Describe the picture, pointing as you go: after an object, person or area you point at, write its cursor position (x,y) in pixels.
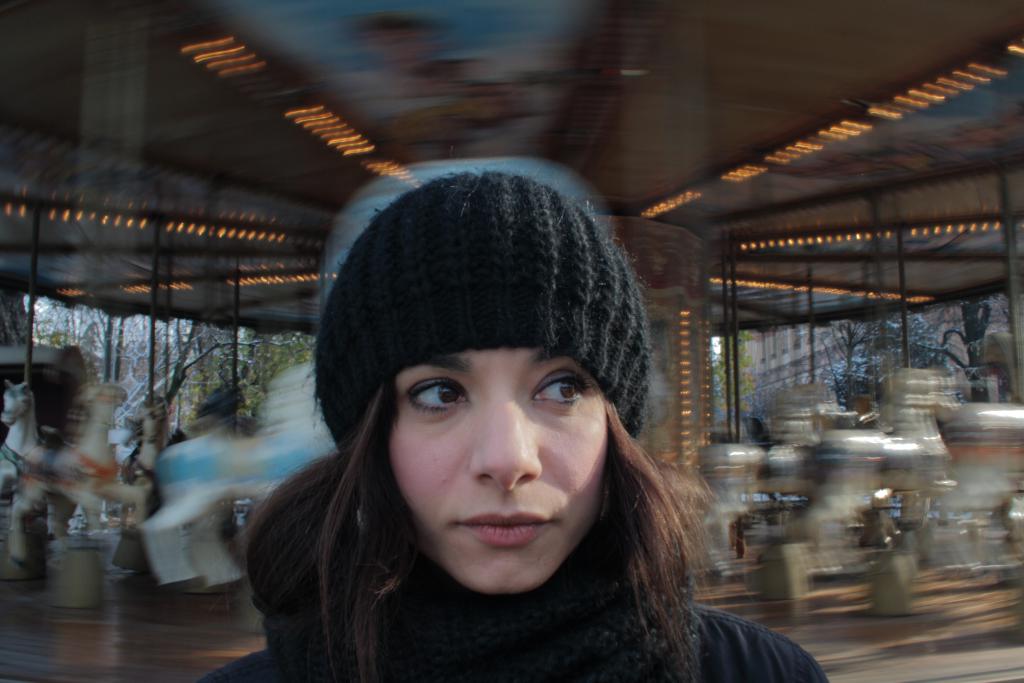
In this image, we can see a woman (480,448) wearing a black cap (456,335). Background (144,598) there is a blur view. Here there is a merry-go-round (813,464), few trees (842,370), building (766,361) we can see.
